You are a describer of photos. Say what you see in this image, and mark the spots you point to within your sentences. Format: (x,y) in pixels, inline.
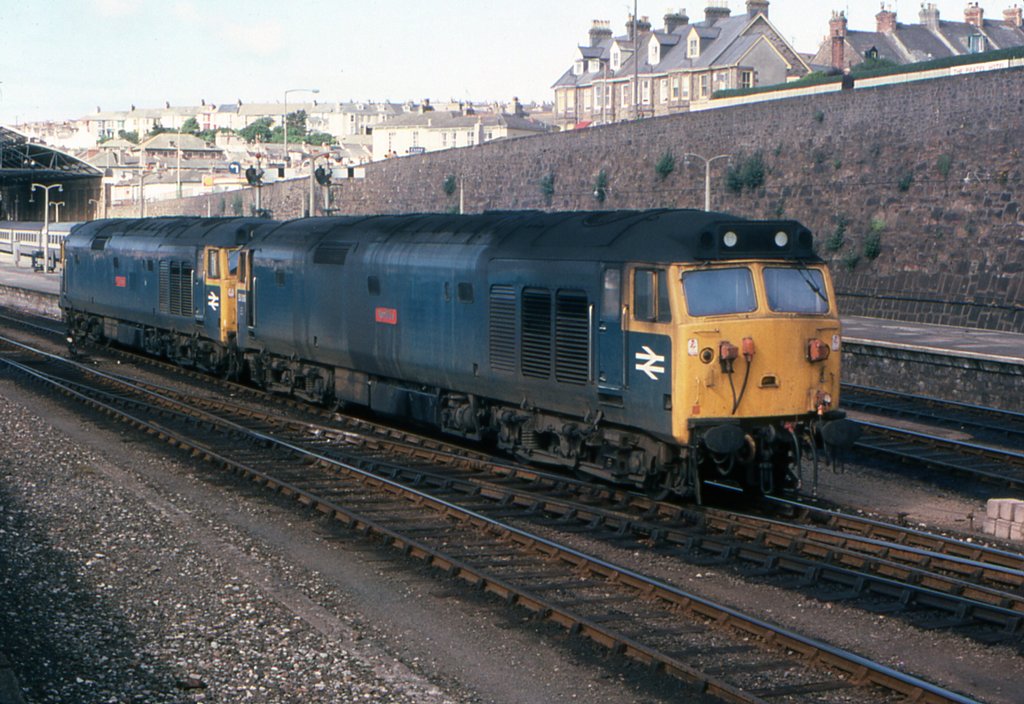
In this image there are trains (79,224) on the railway tracks (373,435), platform (989,378), lights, poles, buildings (112,168), trees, and in the background (391,59) there is sky (507,65).
